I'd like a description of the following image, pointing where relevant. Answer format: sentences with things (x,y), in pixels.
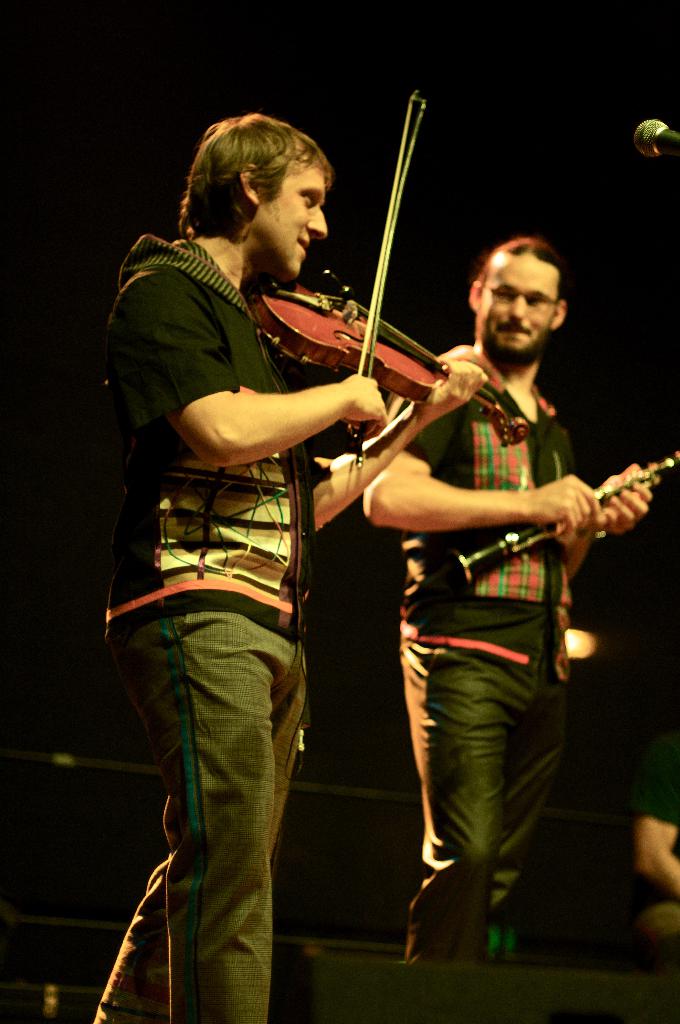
In this image there are two persons (325,490) who are playing musical instruments (351,355).
